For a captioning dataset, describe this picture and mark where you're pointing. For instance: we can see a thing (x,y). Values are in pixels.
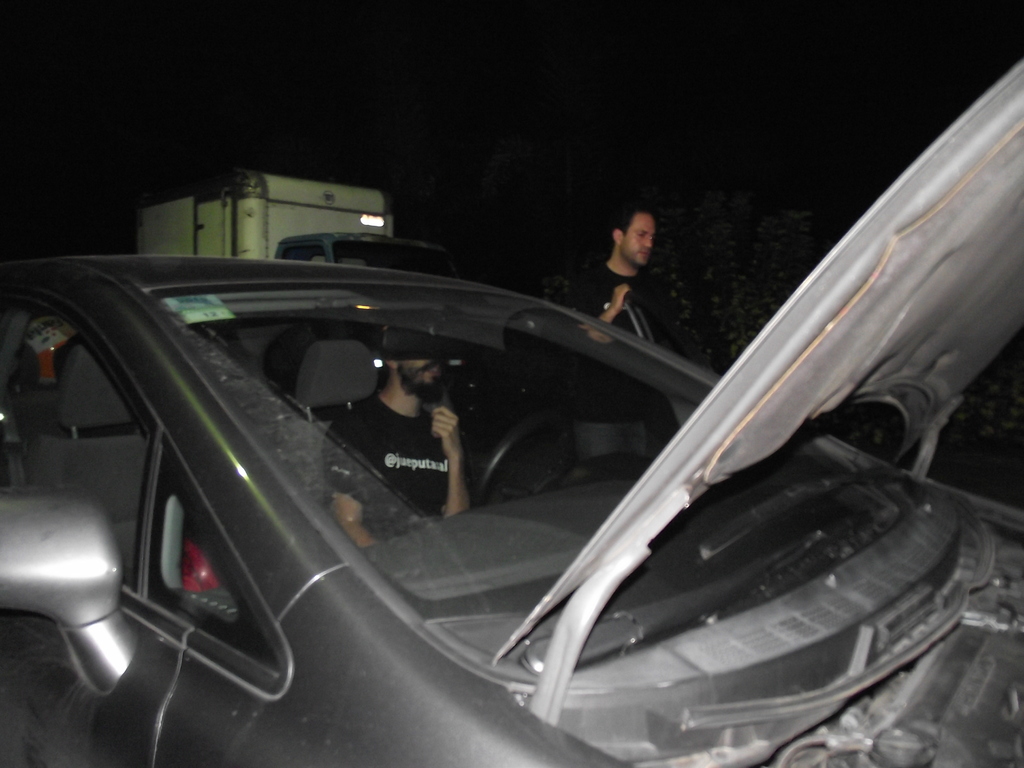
In this image I can see a car (497,557) and two men (377,462), a man (386,421) is sitting in a car (387,497) and a man (647,301) standing on the floor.
